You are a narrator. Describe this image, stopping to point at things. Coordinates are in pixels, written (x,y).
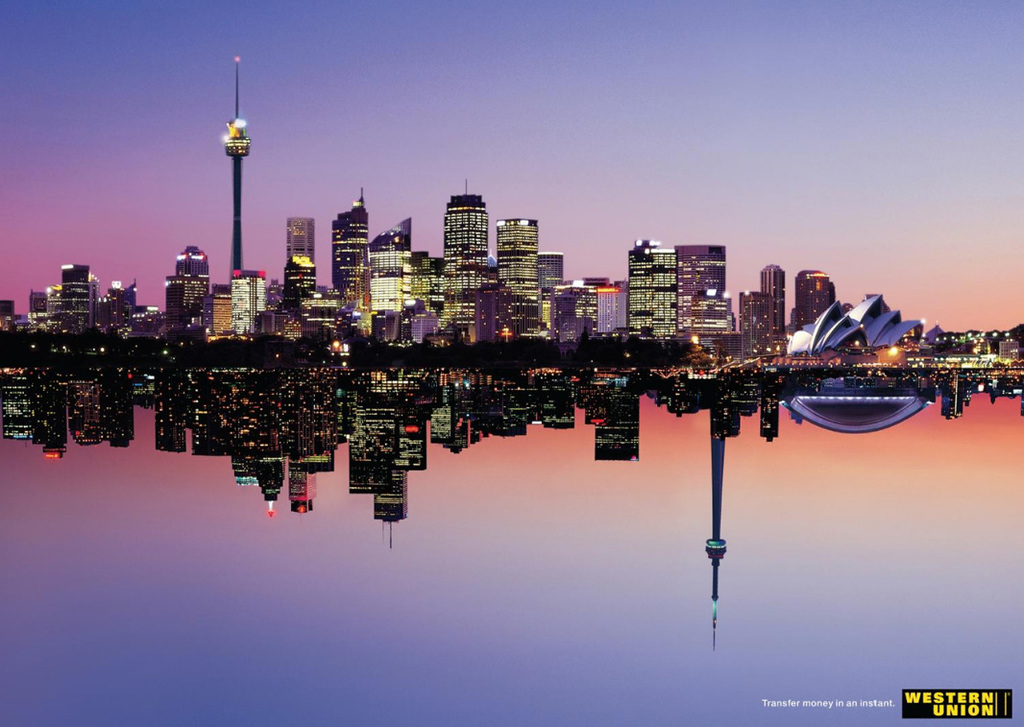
In this image in front (625,551) there is water (126,573). In the background of the image (491,312) there are buildings (544,301), lights (400,256) and sky (536,115). There is some text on the right side of the image (1011,709).
